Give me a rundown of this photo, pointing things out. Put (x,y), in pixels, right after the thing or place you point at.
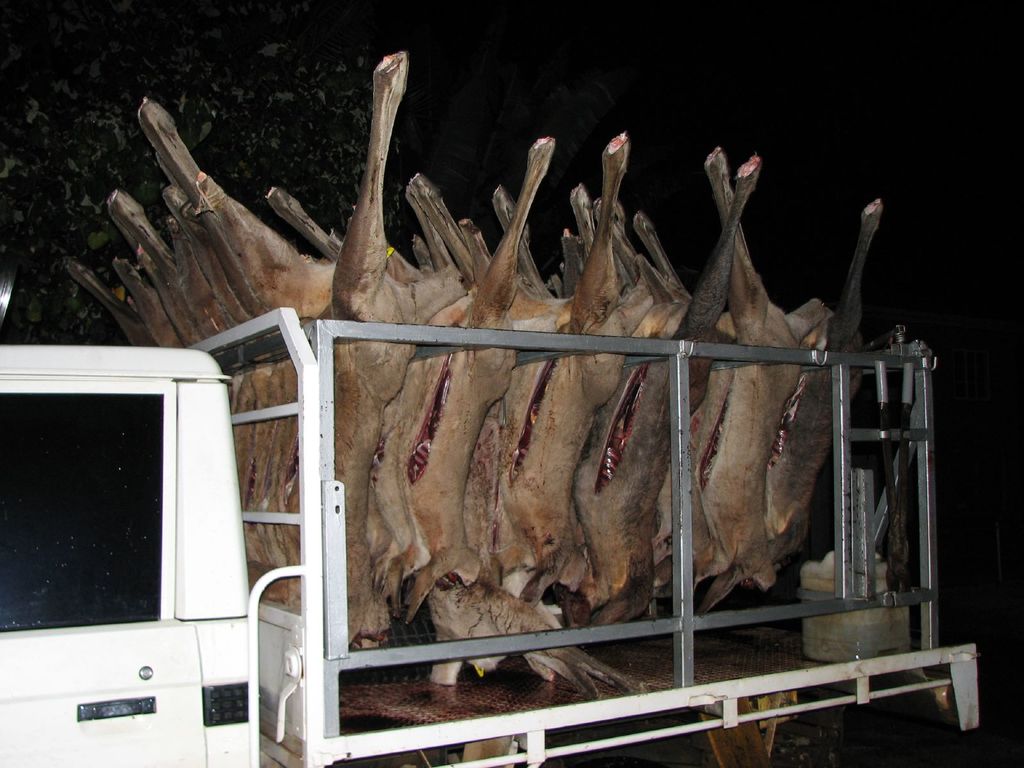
In this image in front (65,742) there is a truck (105,411) carrying an animal meat (539,482).
